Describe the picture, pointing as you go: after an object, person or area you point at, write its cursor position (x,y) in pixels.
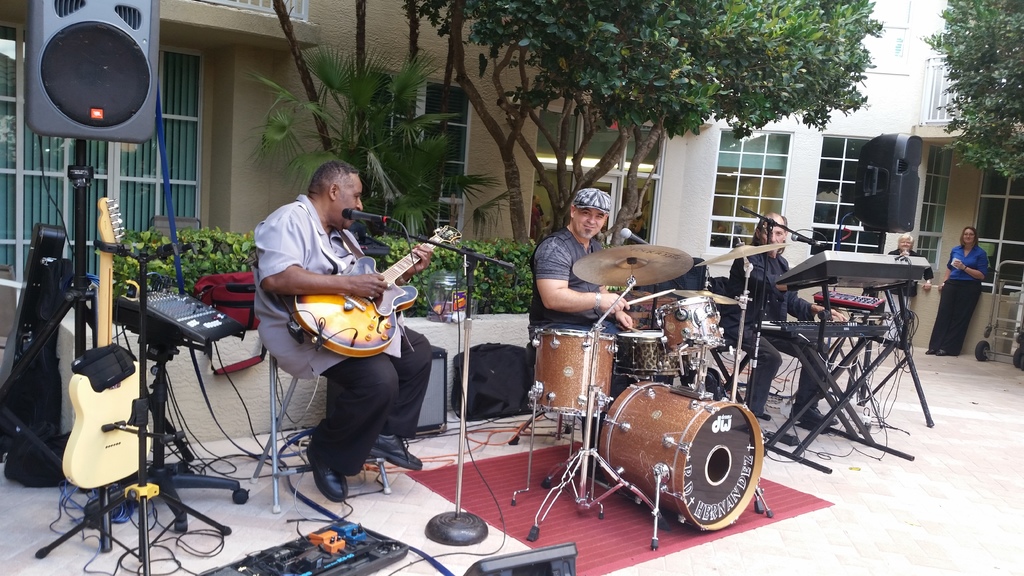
This 3 persons (378,384) are sitting on a chair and playing this musical instruments (807,335). These are trees (668,46). These are plants (400,120). This is a sound box (68,68) with poles (84,170). Far this persons (949,306) are standing. This are windows (733,181).
